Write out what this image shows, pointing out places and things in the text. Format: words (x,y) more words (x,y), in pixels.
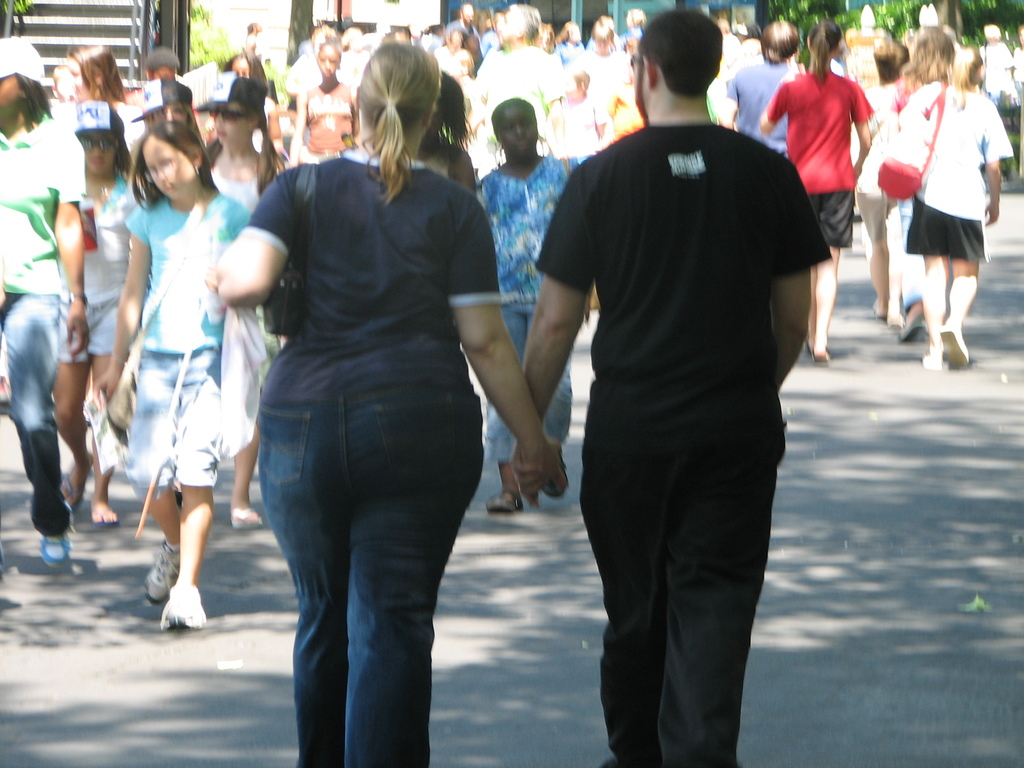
In this image we can see a group of people (505,215) are walking on the road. There are staircases (108,20), few trees (977,16) and plants (1003,14) in the image.
